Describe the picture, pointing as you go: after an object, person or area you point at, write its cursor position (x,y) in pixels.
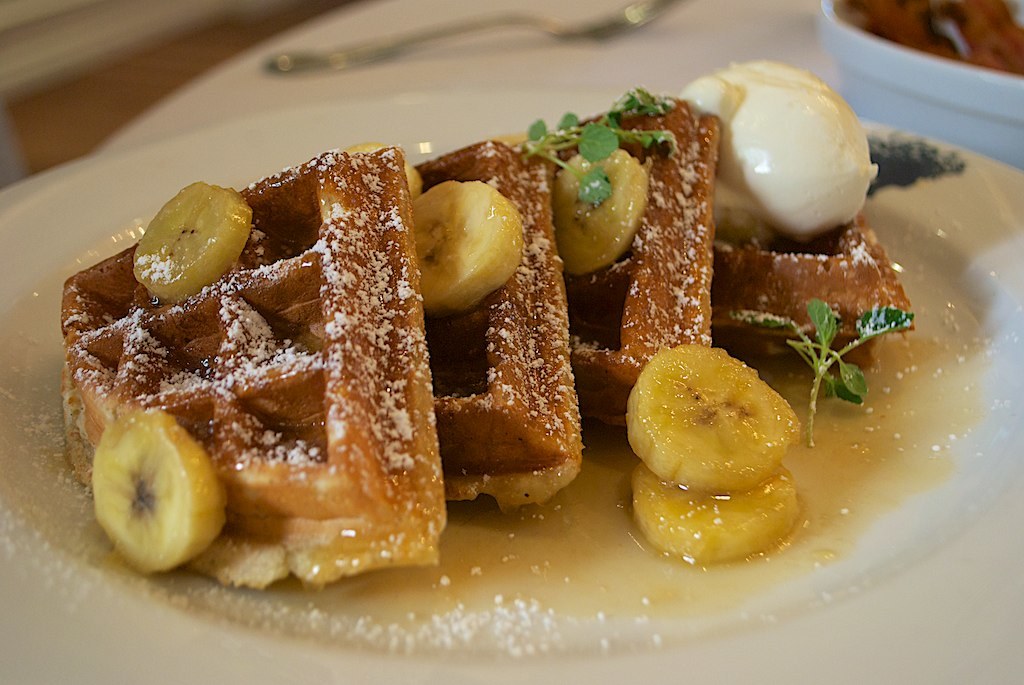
In this image we can see a food item (455,351) which is decorated with banana (716,421) and some white color thing (827,188) with some leaves (830,368), in a white color plate (920,548).
